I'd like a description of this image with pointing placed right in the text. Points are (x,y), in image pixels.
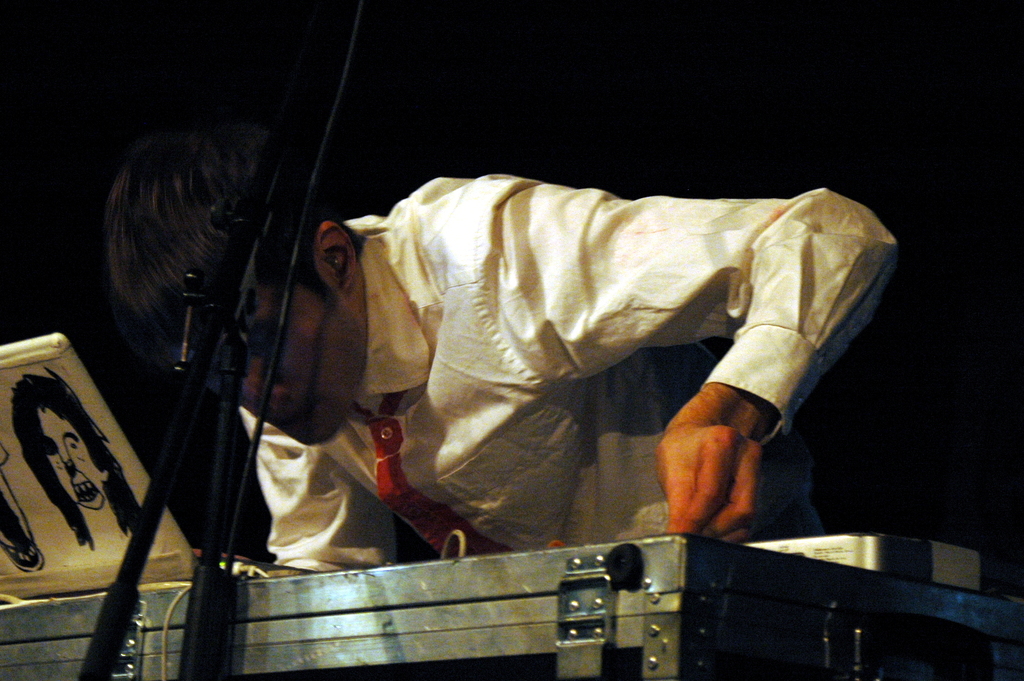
In this image there is one person (499,435) who is standing and at the bottom (569,611) there is one box (483,609), on the box (858,595) there are some containers (848,558) and one laptop (66,518) and in the foreground (188,428) there is one mike (254,254).
